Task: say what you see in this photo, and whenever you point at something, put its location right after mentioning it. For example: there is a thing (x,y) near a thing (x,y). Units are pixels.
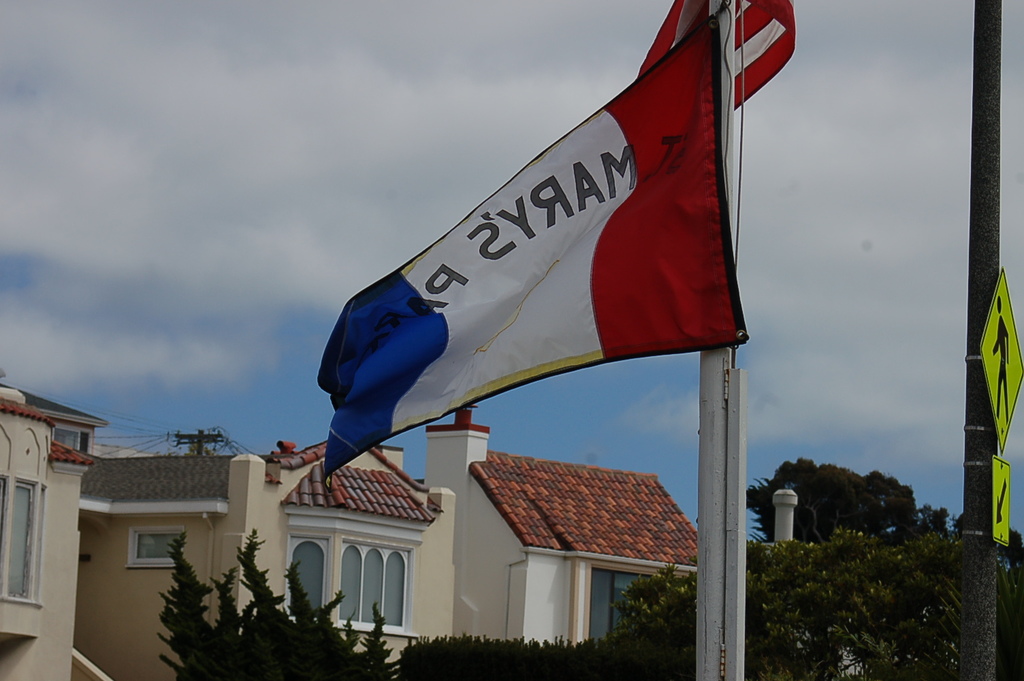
In front of the picture, we see a flag pole (728,464) and a flag (681,283) in white, red and blue color. At the bottom (207,644), we see the trees (563,642). On the right side (963,628), we see a pole (968,355) and a board (993,395) in green color. There are building (245,506), trees (901,575), electric pole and wires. At the top (448,173), we see the sky (214,228) and the clouds (353,218).
